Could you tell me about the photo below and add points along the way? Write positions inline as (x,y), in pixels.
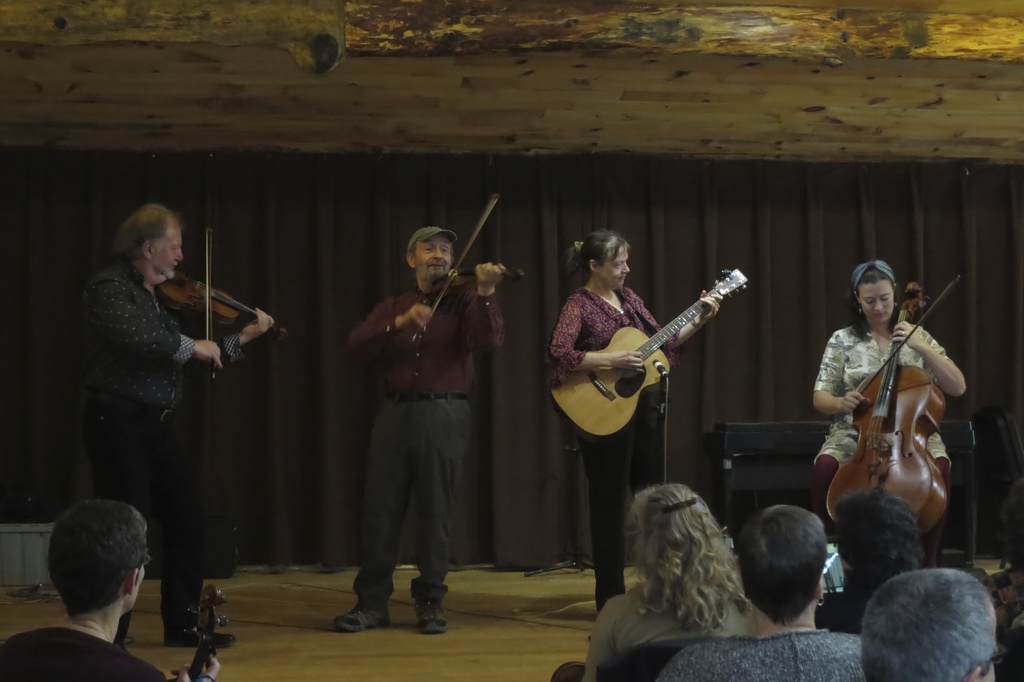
On the left (128,342) a person (157,332) is holding a violin (201,307) and playing. Next to him another person (416,274) is wearing a cap (438,235) and playing violin (459,278). Then a lady (593,338) is holding guitar (635,348) and playing. On the right side (857,351) a lady (858,352) wearing a head band (861,272) is holding a big violin (888,383) is playing also sitting on a seat (795,451). There are many persons (794,609) sitting in the front (112,619). In the background (334,225) it is having a black curtain (821,245).
